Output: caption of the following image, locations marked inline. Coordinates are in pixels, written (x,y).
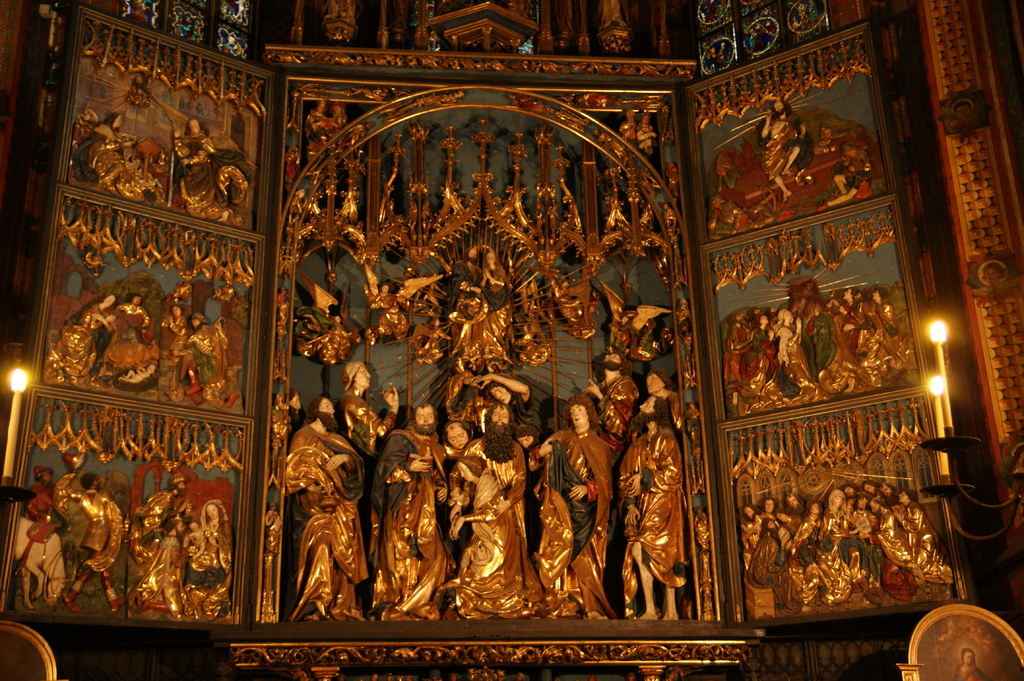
In this image I can see the inner side of a church (448,198) with carved wall (249,420) with statues (315,567) I can see the candles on both sides of the image.
